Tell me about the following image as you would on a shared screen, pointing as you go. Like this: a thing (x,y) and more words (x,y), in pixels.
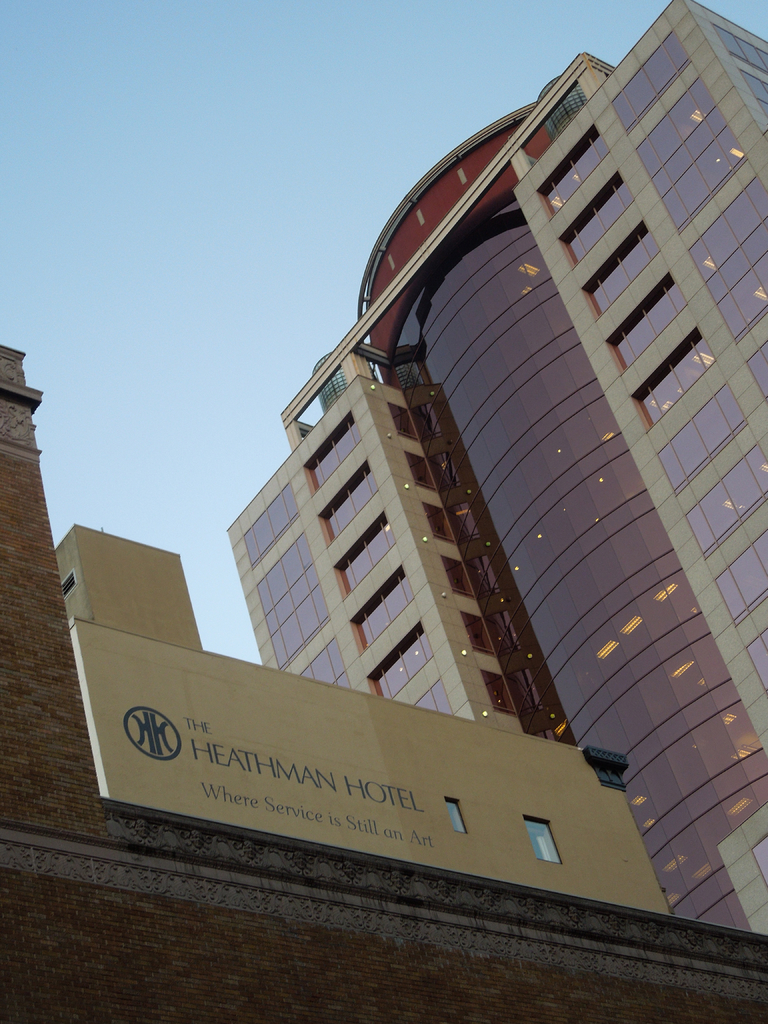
At the top (173,216) we can see the sky (283,206). On the right side of the picture (723,538) we can see a building (727,487). At the bottom portion of the picture (579,868) we can see a board (360,707) and there is something written on it and it seems like this is a hotel (454,951).
